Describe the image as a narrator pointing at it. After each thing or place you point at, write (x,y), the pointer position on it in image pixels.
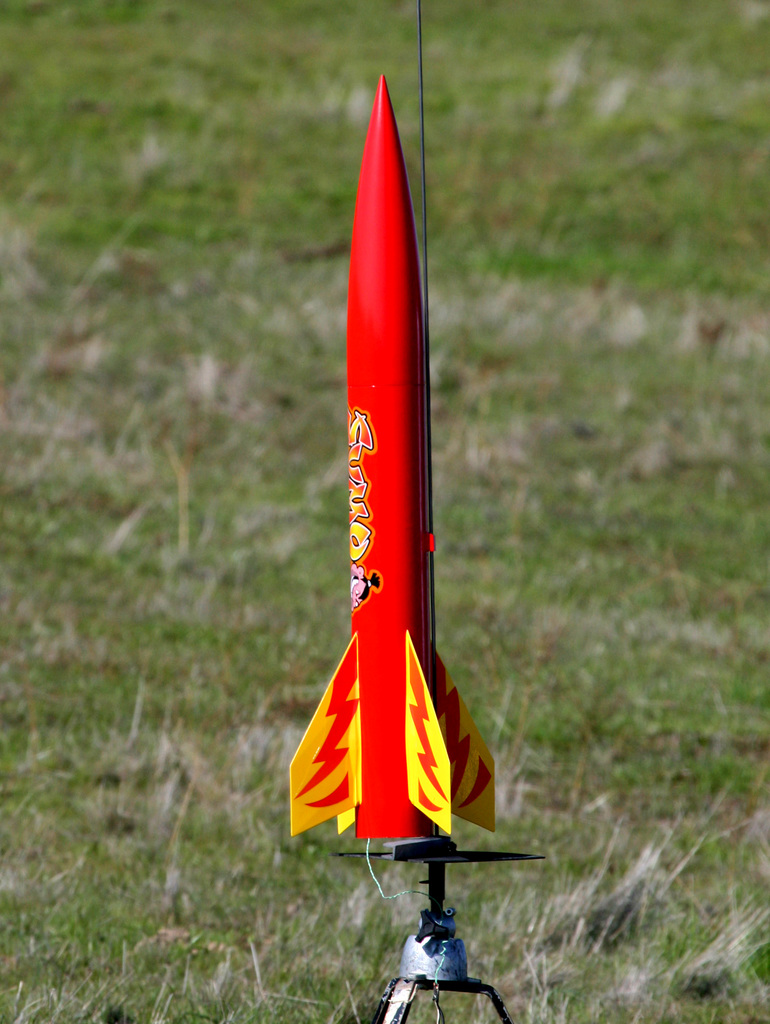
In the image there is a toy rocket (377,461) in the middle of the grassland (228,497).
